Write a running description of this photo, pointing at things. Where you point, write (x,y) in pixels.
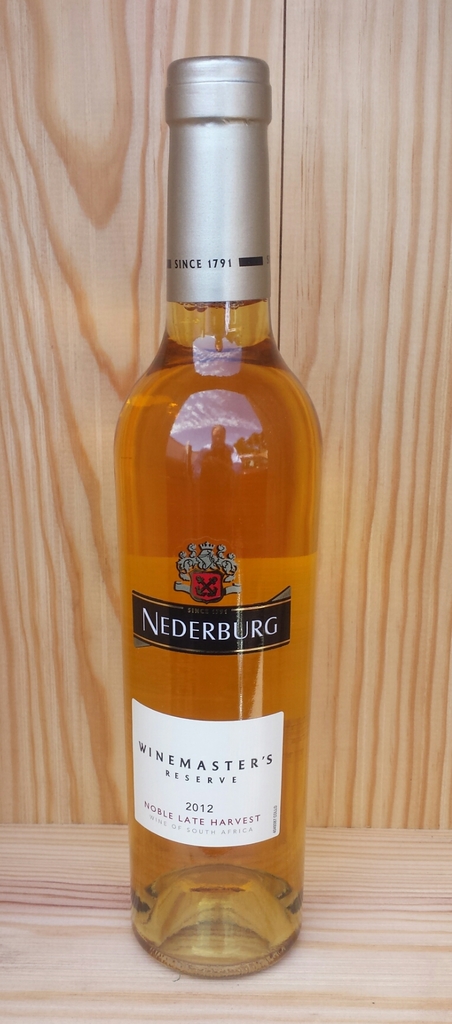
There is a bottle (243,671). On the bottle (237,770) there are label (222,804). This is placed on a wooden table (357,913). In the background (364,662) it is a wooden wall (85,343).
